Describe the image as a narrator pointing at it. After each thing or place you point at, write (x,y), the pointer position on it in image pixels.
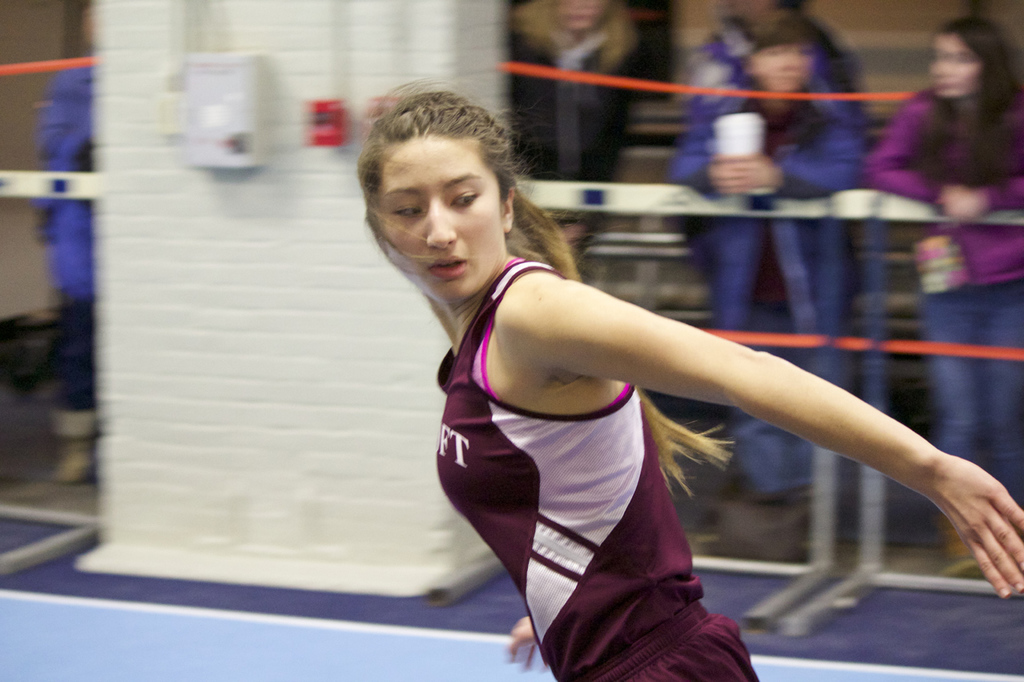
In this image a woman (507,391) is running on the floor (244,612). Behind her there is a pillar (298,296) having a fence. Few persons (1005,303) are standing behind the fence (737,333).
